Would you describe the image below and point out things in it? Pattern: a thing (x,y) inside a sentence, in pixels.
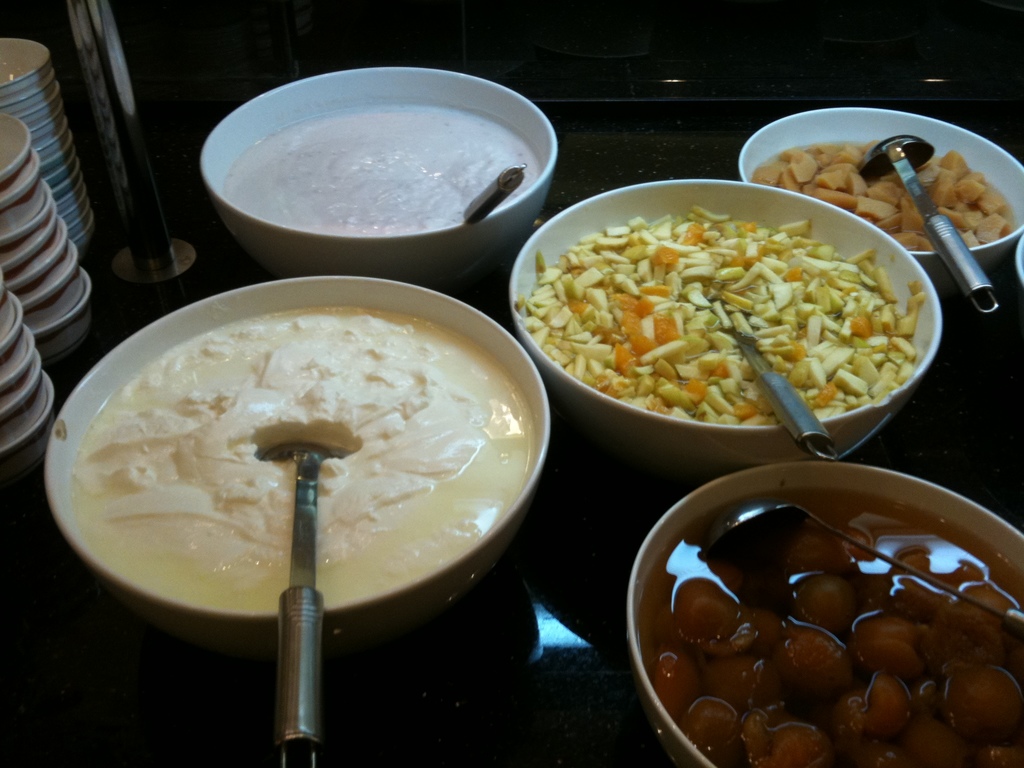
In this image we can see some foods (414,223) placed in bowls (529,377) placed on the table (398,671).
